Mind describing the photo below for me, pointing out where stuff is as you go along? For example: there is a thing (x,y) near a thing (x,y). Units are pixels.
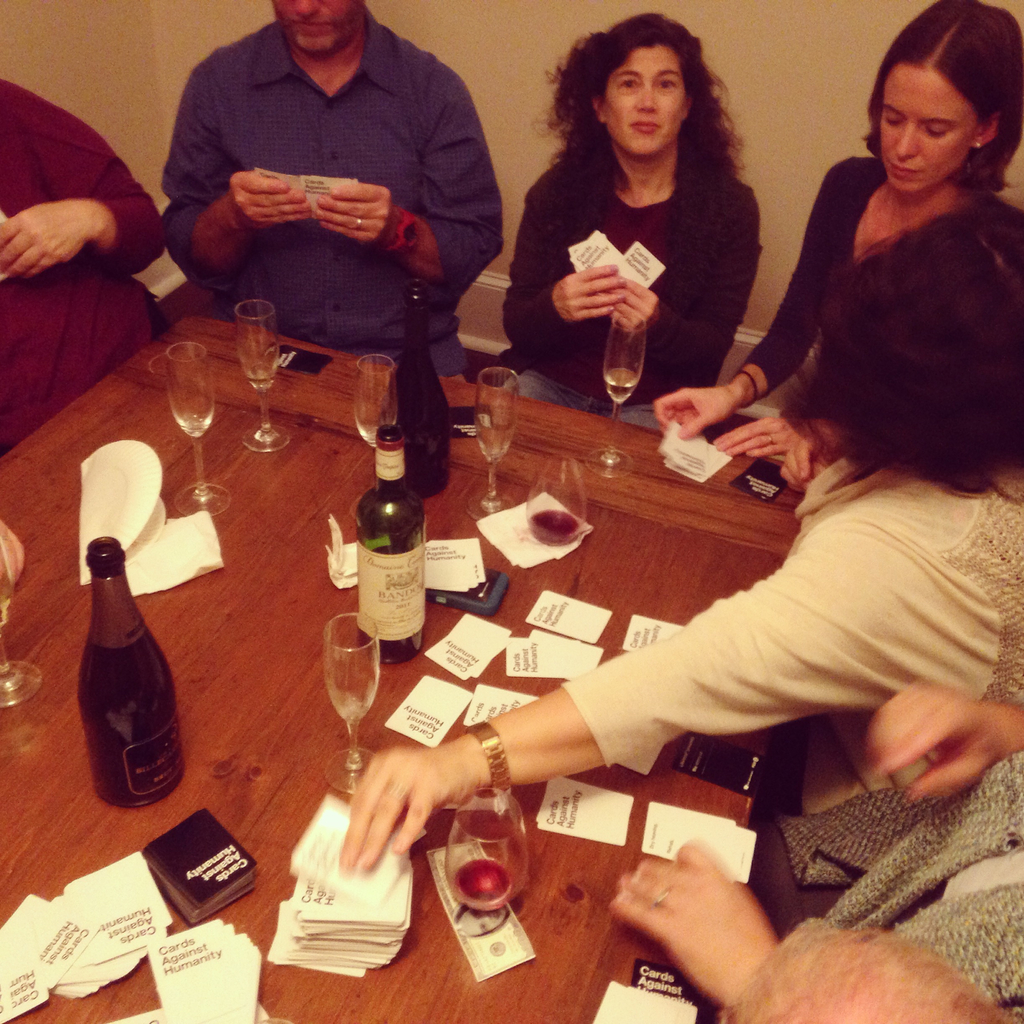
In this picture there are few people (273,238) sitting at the table (624,434) and holding cards (597,266) in their hands (582,308). On the table (279,530) there is a plate (155,534), cards (202,940), wine bottles (144,685) and wine glasses (499,421). In the background (143,121) there is wall (129,46).
